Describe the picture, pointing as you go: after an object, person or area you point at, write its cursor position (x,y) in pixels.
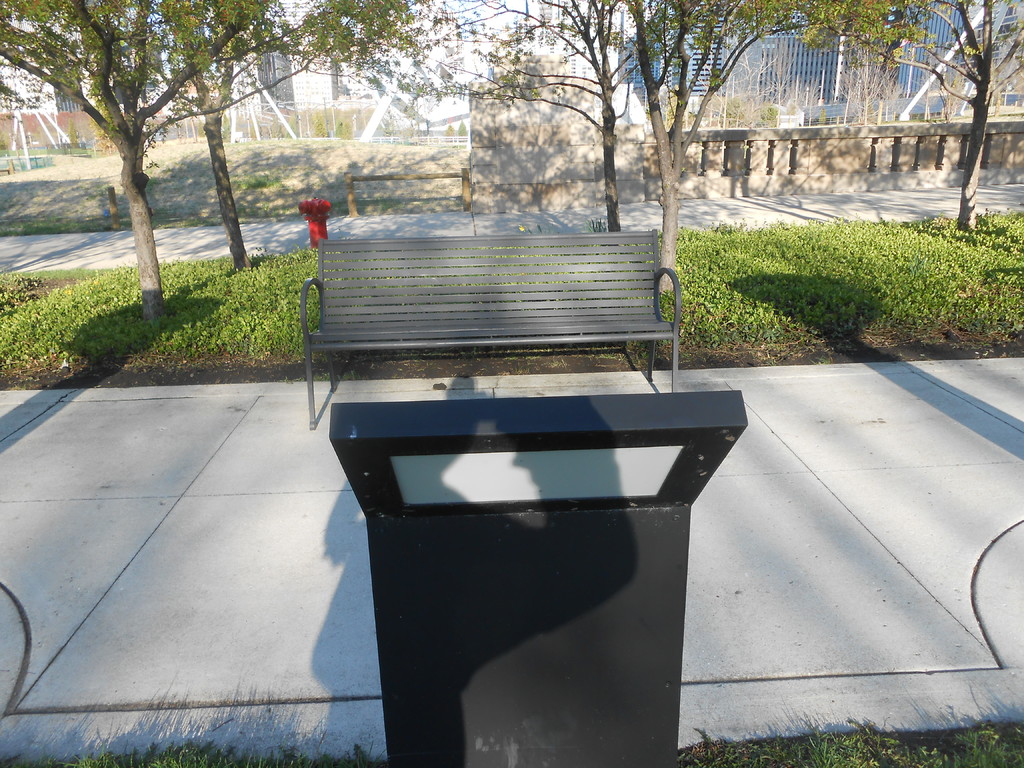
In the middle of the image (488,300) we can see a bench (501,305). Behind it grassy land (219,307) is there and trees (253,59) are present. Behind the trees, buildings (814,79) are there. Bottom of the image (484,541) one black color stand (512,608) is present.
